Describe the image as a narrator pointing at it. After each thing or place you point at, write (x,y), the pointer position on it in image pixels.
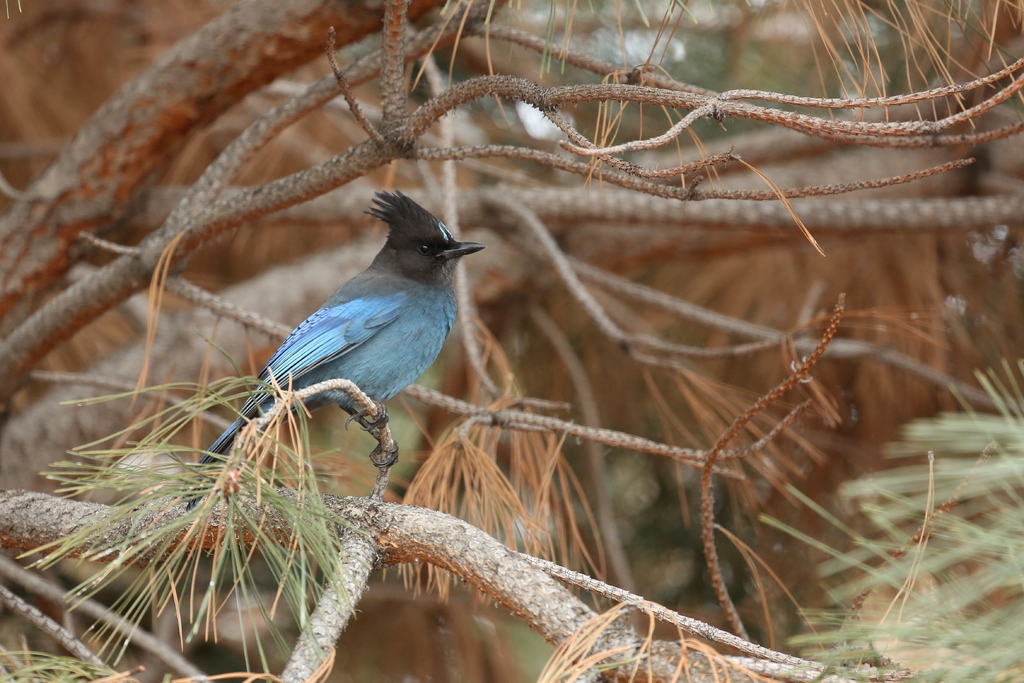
In this image there is a bird (408,368) on a tree (329,389).
